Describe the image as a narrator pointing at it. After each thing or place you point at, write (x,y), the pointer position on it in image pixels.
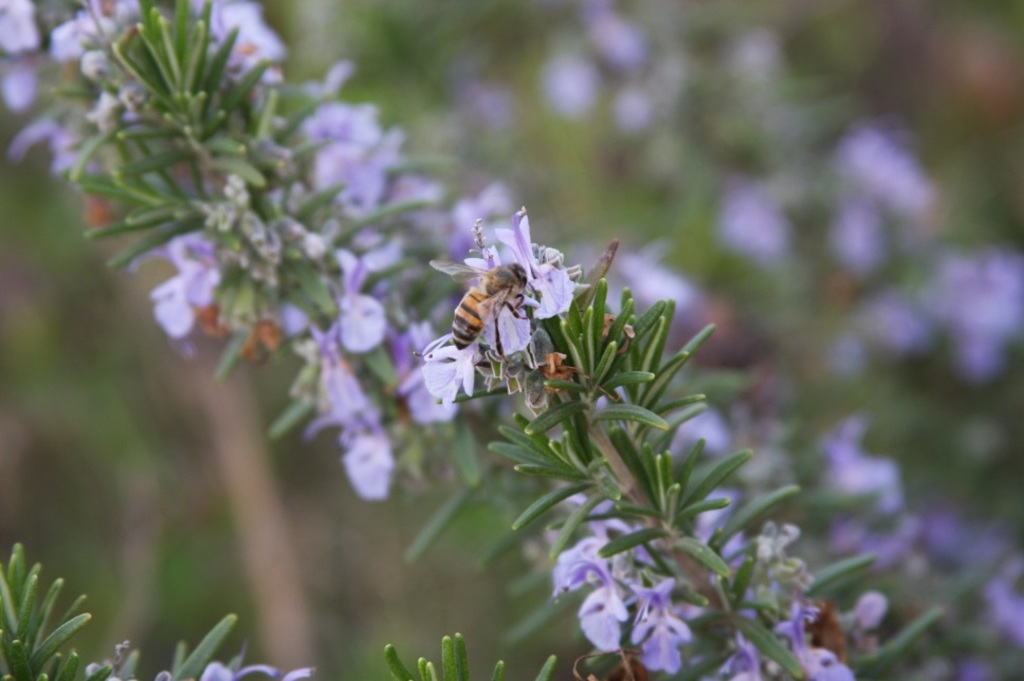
In this image there are plants (679,539) and we can see flowers (344,414). In the center (498,273) there is a bee (523,280) on the flower (521,342).
